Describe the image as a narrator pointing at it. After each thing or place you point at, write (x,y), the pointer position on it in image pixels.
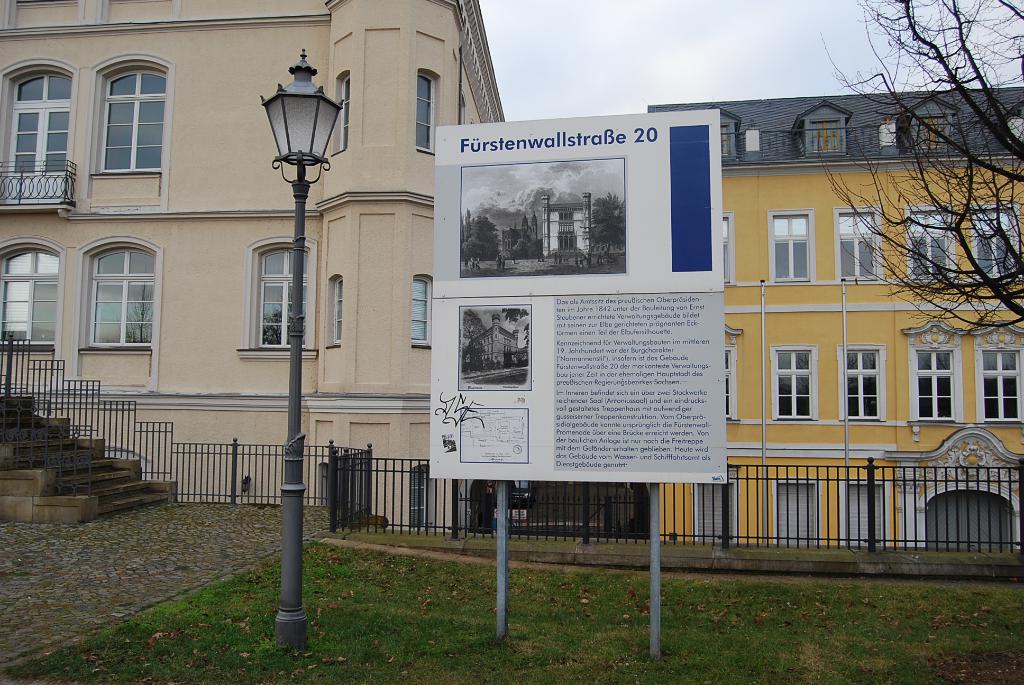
This picture is clicked outside. In the foreground (347,600) we can see the green grass (429,586), lamp (297,164) attached to the pole (295,313) and we can see a banner (470,192) on which we can see the text (594,327) and the pictures (574,223) of buildings (489,356), trees (597,210), sky (515,194) and some other pictures (509,334). In the background (638,64) we can see the sky (673,46), tree (973,165), buildings (855,175), windows (156,136) of the buildings (320,407), staircase (112,486), handrail (19,429), metal fence (788,493) and some other objects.
